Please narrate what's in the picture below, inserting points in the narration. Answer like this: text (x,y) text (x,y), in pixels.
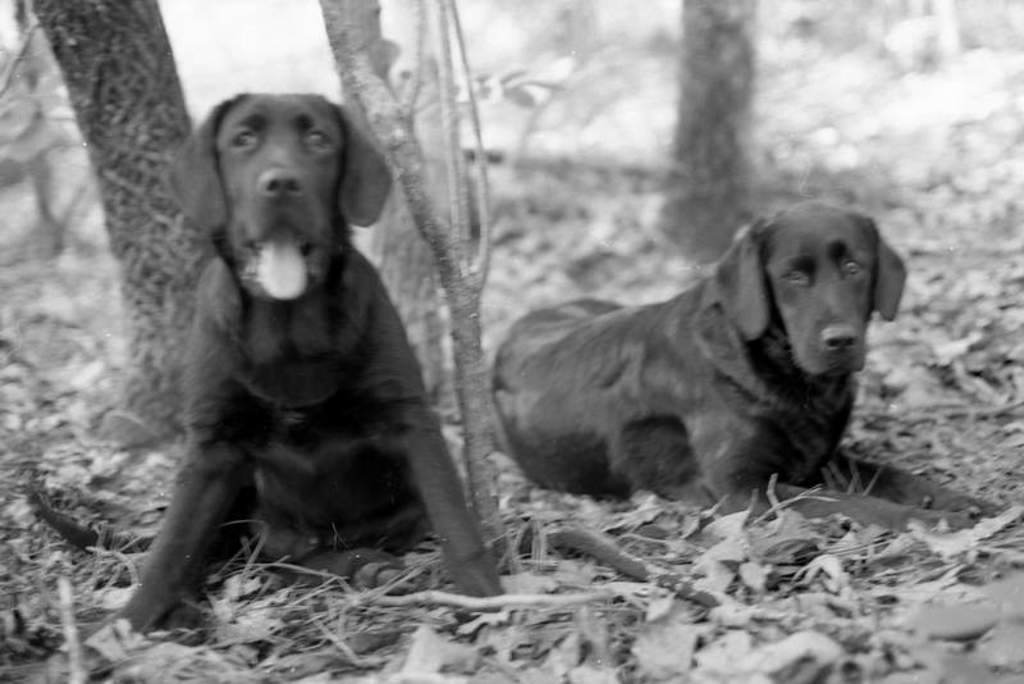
In this picture I can see animals (536,374) on the surface (32,550).
